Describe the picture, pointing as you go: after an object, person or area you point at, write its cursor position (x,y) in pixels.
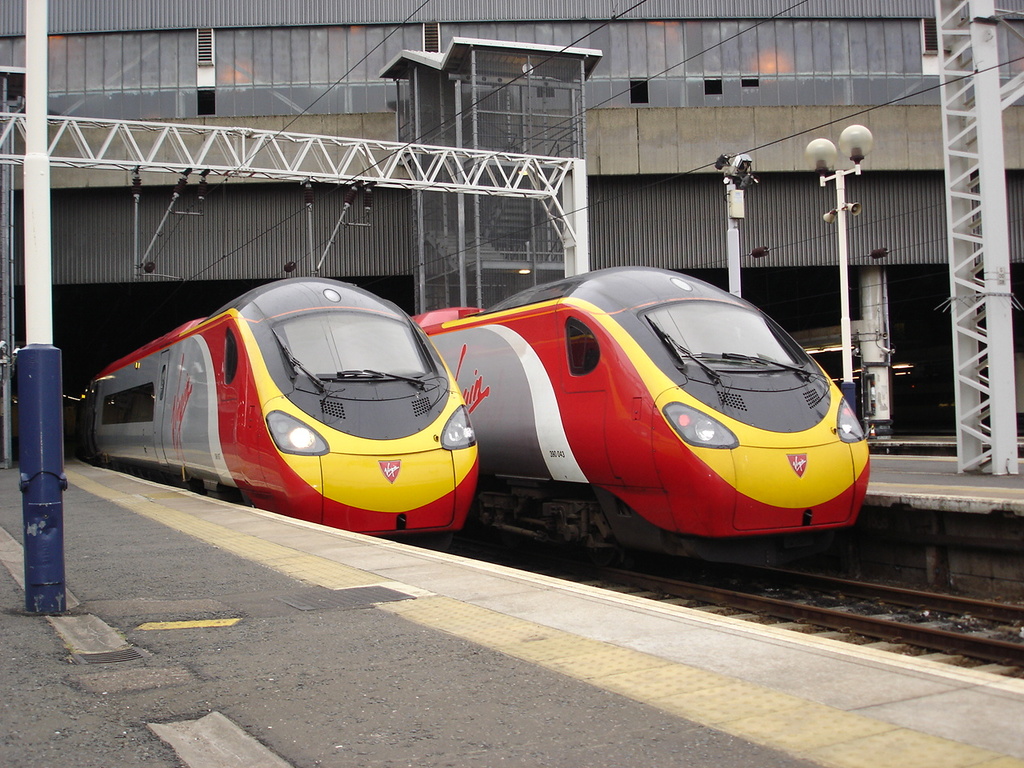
On the right side (771,381), there are two trains (453,375) on the railway tracks (908,587). On the left side (299,655), there is a pole (38,2) on a platform (134,541). In the background (1008,461), there is another platform (1013,475), there are poles (950,197) and there is a shed (659,156).
